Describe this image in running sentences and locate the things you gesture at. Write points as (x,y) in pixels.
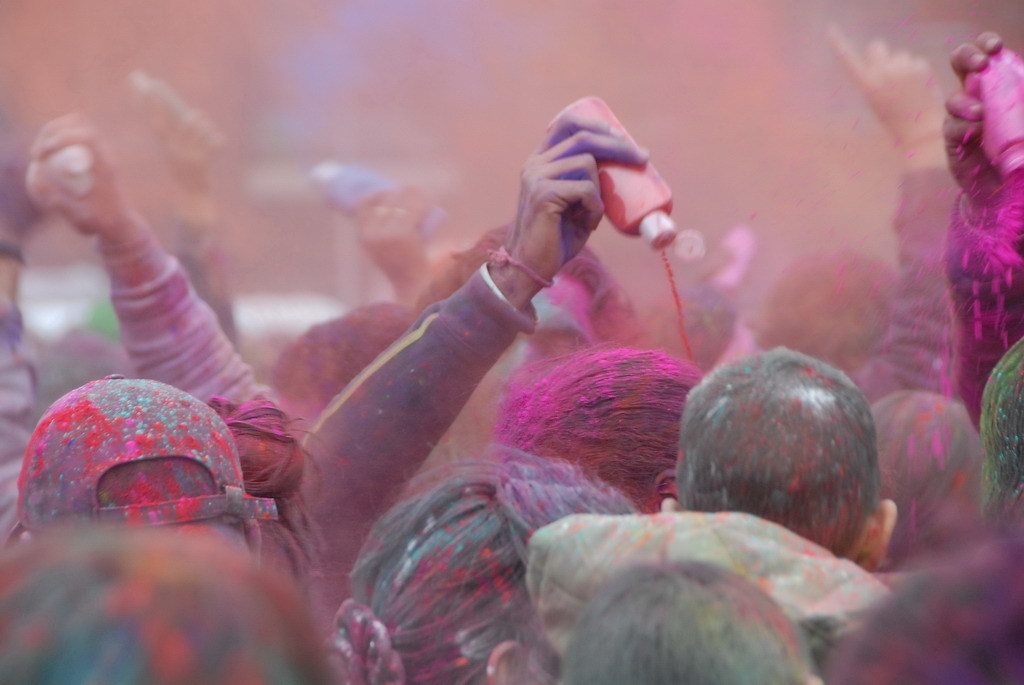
There are many people (481,285) playing Holi. The man (383,381) in the blue jacket (415,356) is holding a bottle (621,228) containing color (641,184) in his hand (582,126) and he is playing Holi. In the background (379,101), it is colorful and it is blurred.
